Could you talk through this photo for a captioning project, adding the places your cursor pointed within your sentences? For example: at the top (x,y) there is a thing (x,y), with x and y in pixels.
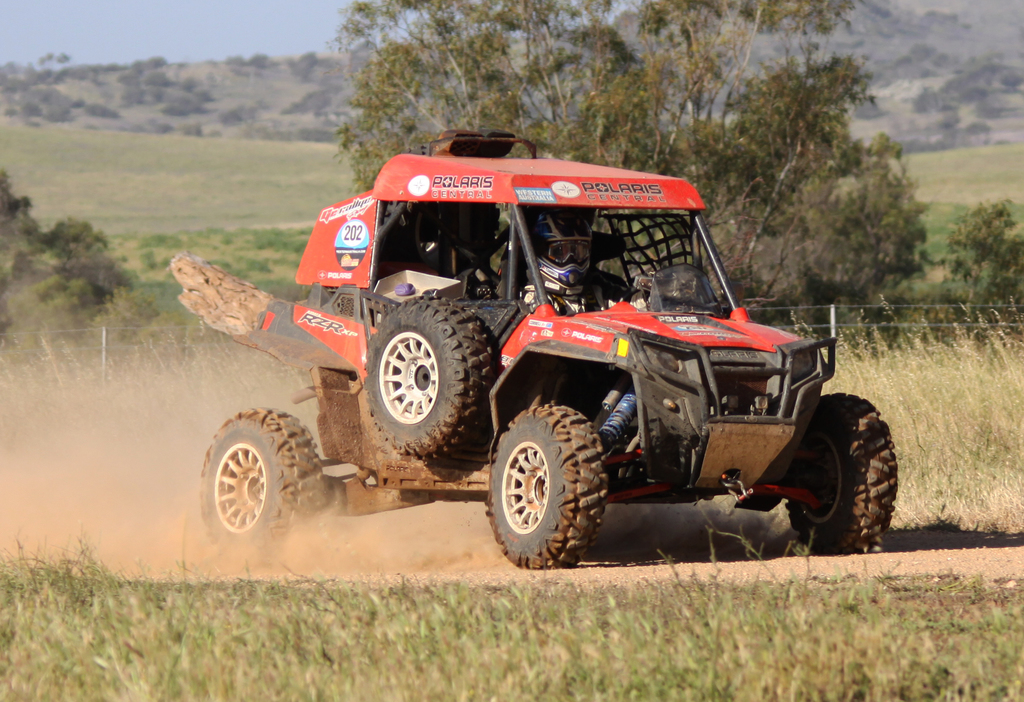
Here in this picture we can see a vehicle (470,288) present on the ground (389,544) and we can see a person (546,275) sitting in it with helmet (557,267) and goggles (585,255) on him and we can see the ground (414,584) is dusty and behind that we can see a log (211,277) present and we can also see plants (118,320) and trees (667,147) present and in the far we can see mountains (268,130) covered with plants (129,73) that are in blurry manner and we can see the sky (185,46) is clear.
